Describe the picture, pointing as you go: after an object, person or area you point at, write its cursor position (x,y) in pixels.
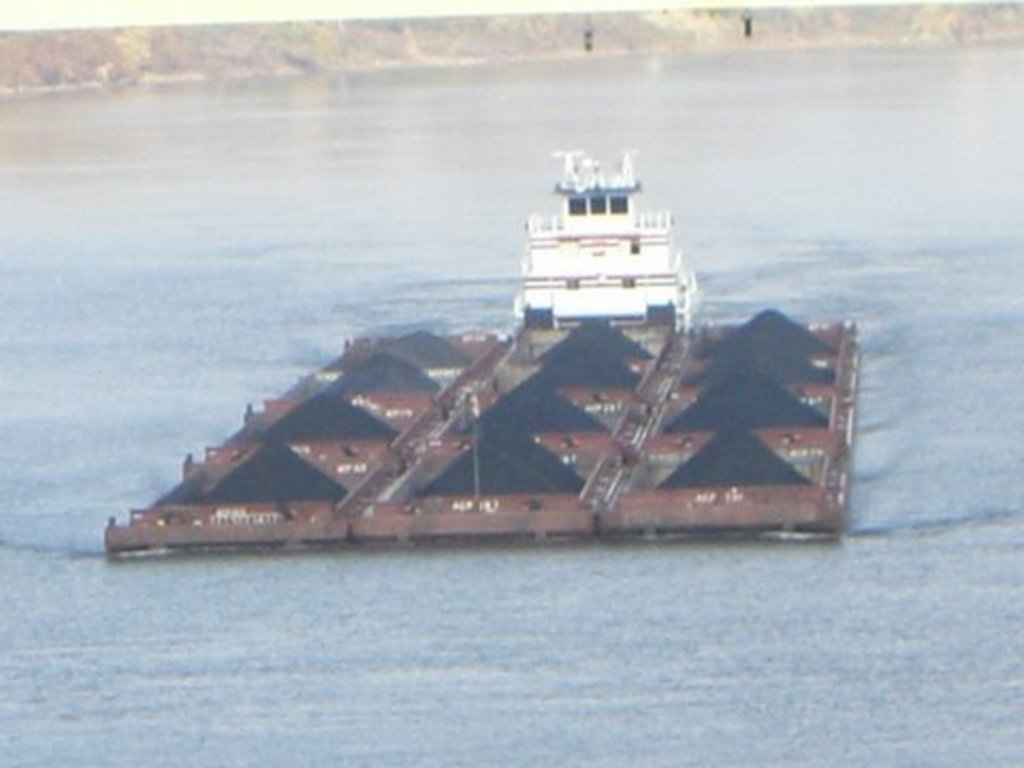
In this image I can see water (312,345) and on it I can see the brown colour platform (510,351) and a white colour boat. I can also see black colour things (601,365) on the platform (596,491).
